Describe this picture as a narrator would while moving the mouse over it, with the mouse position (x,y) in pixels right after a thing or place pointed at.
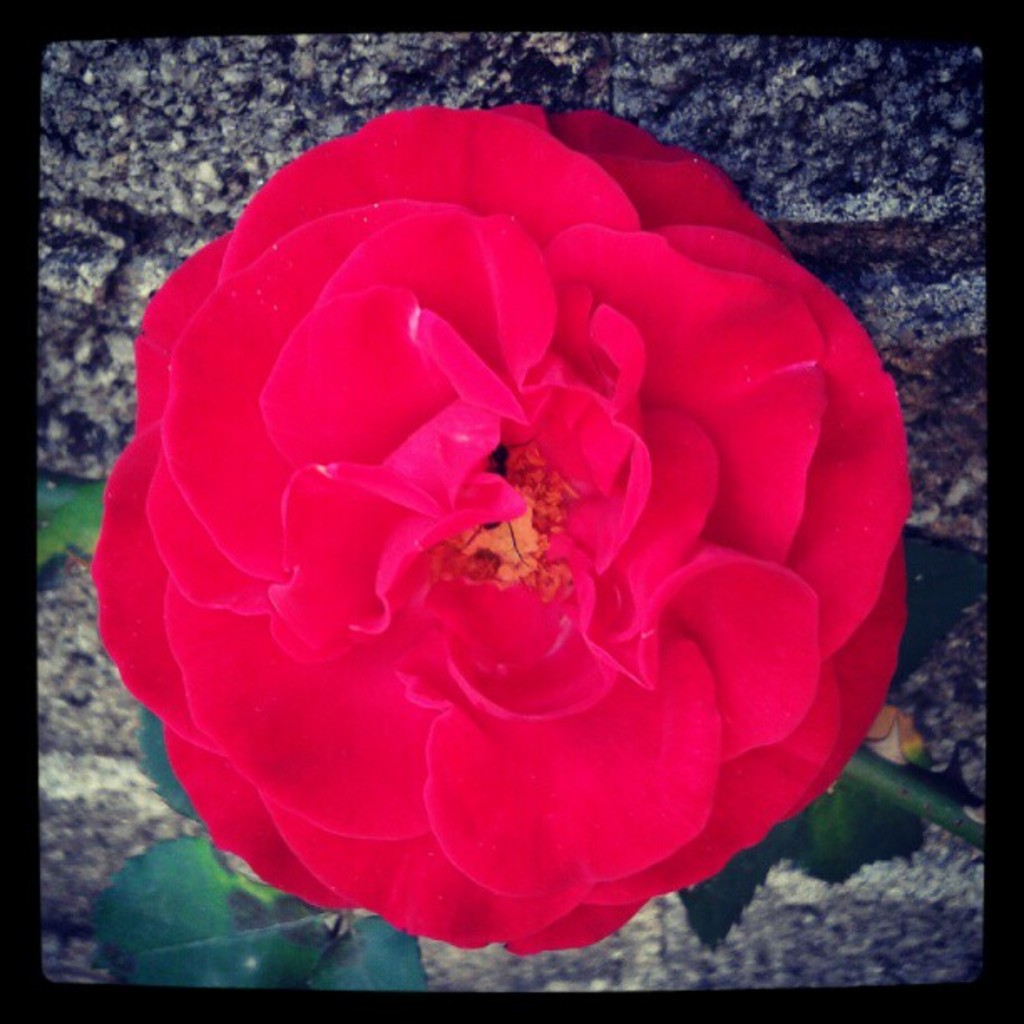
In this image there is a rose flower (556,513), there is an insect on the rose flower (473,371), there is a stem (915,788) towards the right of the image (909,800), there are leaves (312,923), at the background of the image (816,131) there is an object (915,425) that looks like a rock (807,117), the borders of the image are black in color.
